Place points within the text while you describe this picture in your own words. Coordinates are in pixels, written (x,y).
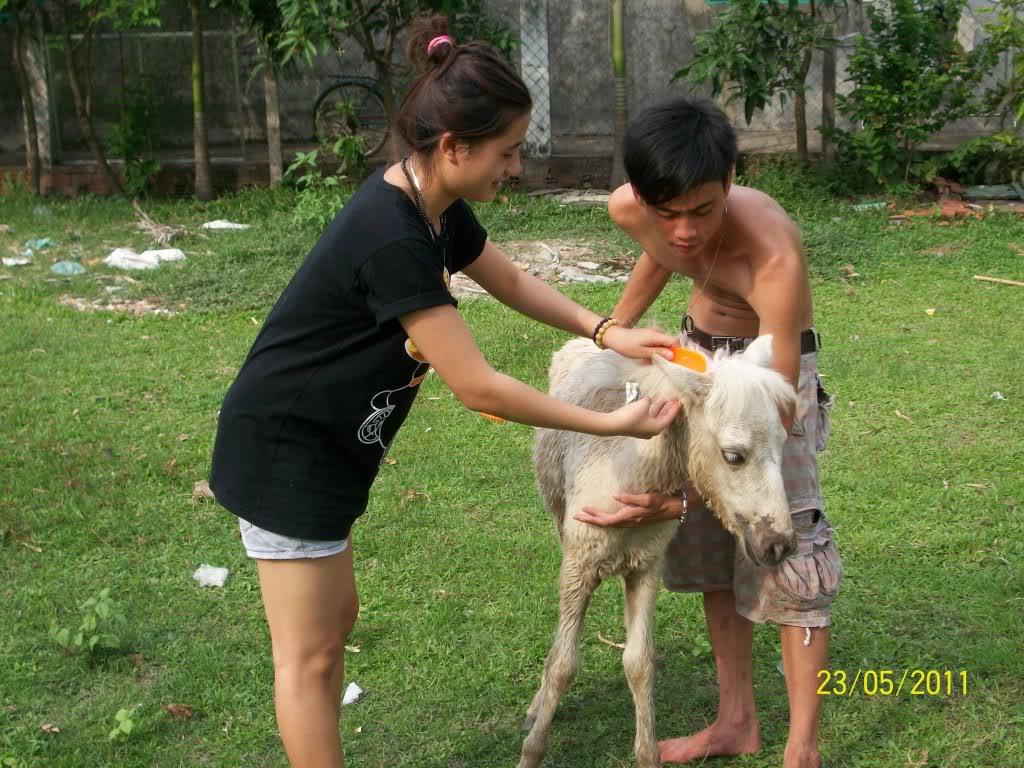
In this image there are two persons (805,709) standing and holding an animal (712,437), and in the background (69,291) there are plants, bicycle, grass (169,396) and a watermark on the image.
